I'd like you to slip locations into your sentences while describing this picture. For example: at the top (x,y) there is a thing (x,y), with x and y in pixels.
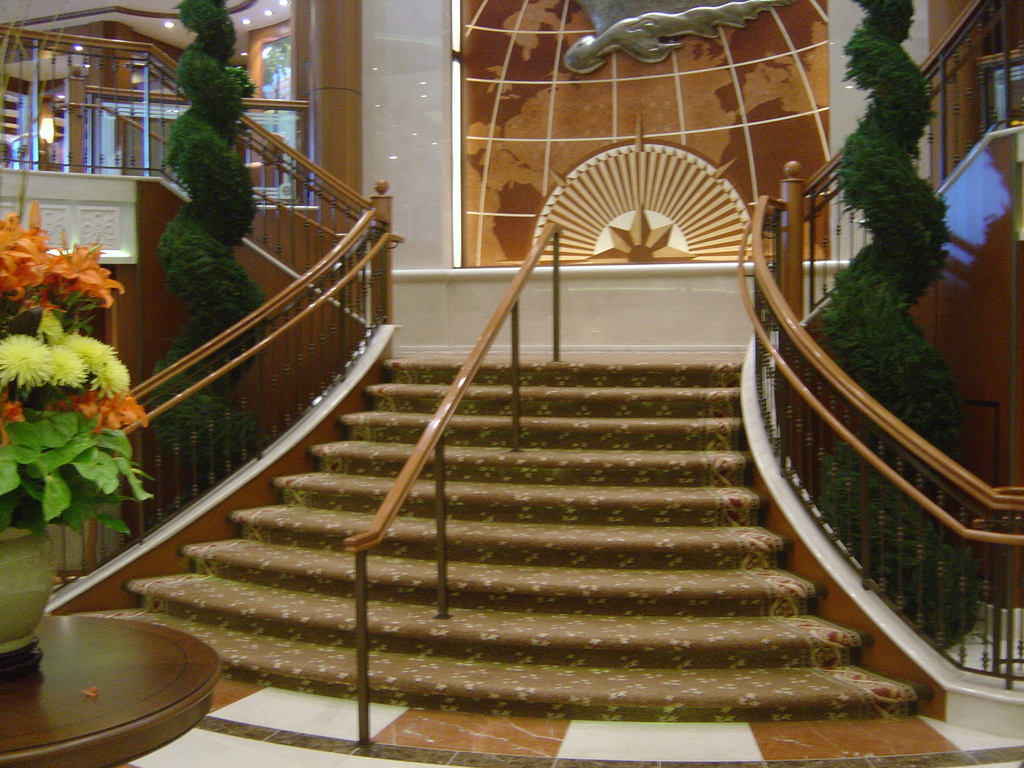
This is a picture taken inside a building (77,24). On the left (110,675) there is a table (108,682) and a flower vase (40,326). In the center (570,394) the picture there is staircase (559,442). On the right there is a pole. On the left (266,165) there is railing (266,165) and pole (384,255). In the center of the picture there is a hoarding (617,160).
